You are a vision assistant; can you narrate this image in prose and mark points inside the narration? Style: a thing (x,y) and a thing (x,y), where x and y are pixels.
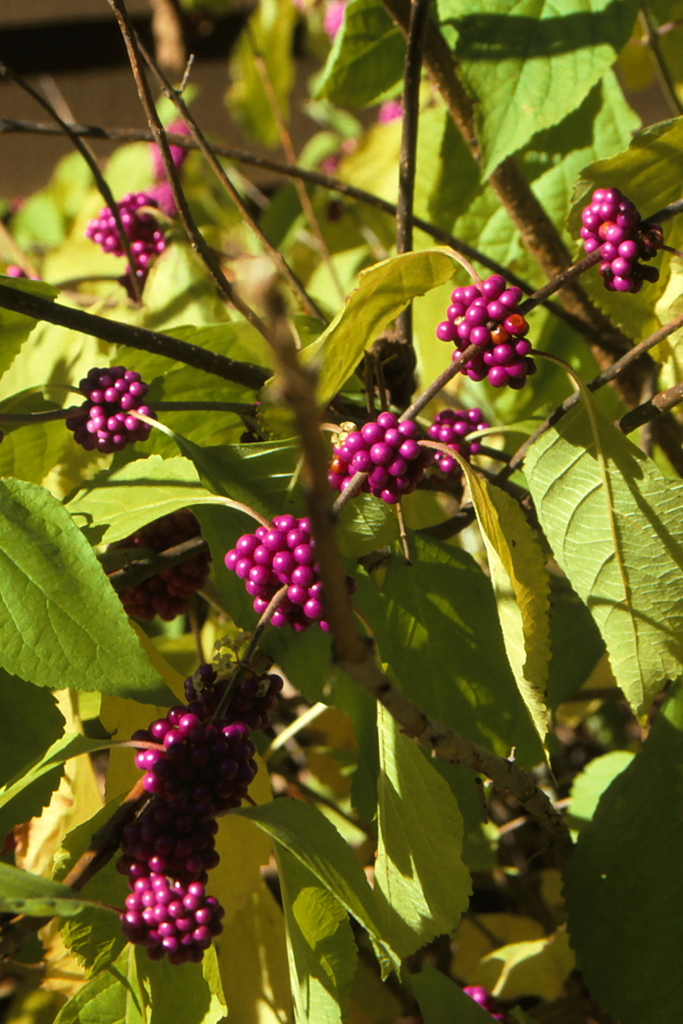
Here we can see a plant (298,230) with berries (90,389) and we can see green leaves (24,351).
